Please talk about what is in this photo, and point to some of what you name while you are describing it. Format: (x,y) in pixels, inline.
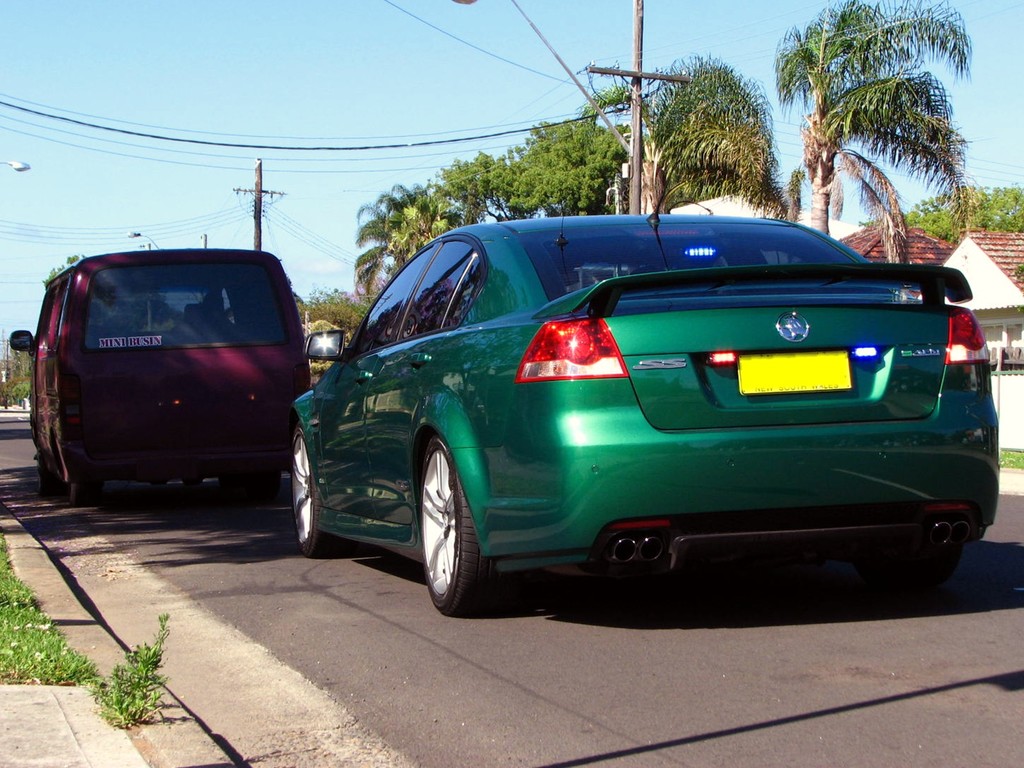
In this picture, we see the vehicles (364,482) in purple and green color are moving on the road (487,629). At the bottom of the picture (347,681), we see the road (485,735) and the grass (33,605). There are electric poles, wires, trees (457,195) and buildings (1007,237) in the background (723,208). At the top of the picture (306,58), we see the sky (188,58). This picture is clicked outside the city.
